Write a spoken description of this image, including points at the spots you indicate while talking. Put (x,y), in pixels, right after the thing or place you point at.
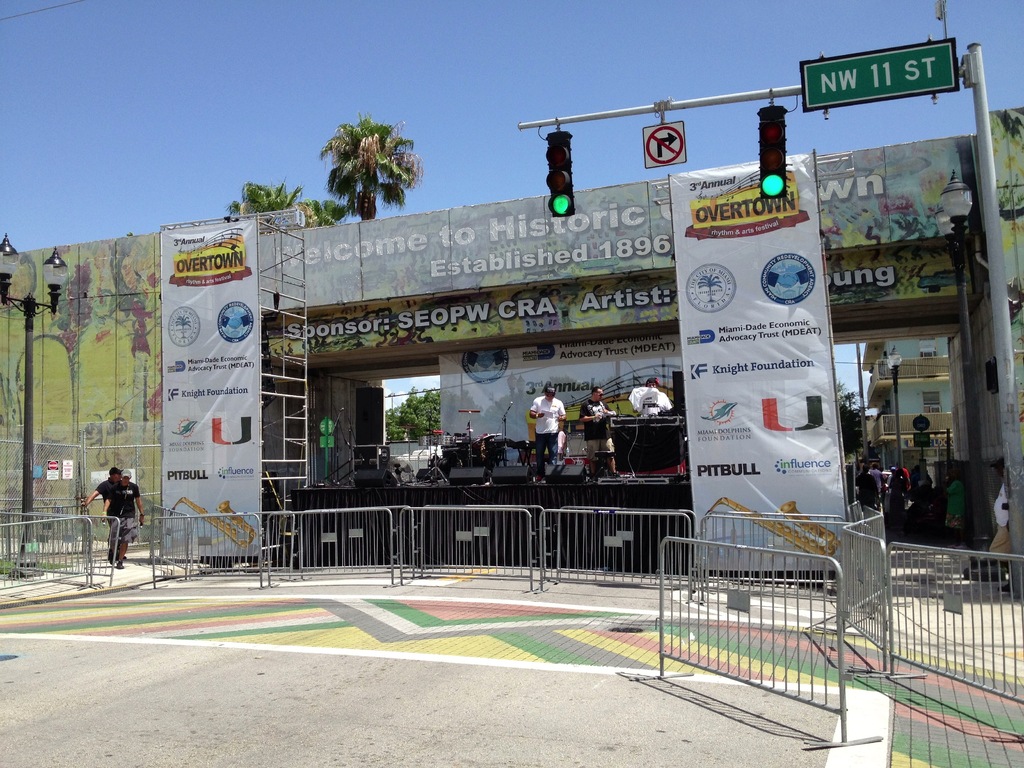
In this picture we can see a few barricades (454,551) from left to right on the path (814,660). There are traffic signals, signboard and a direction board (858,87) on the pole (1015,539) is visible on the right side (888,71). We can see a street light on the left side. There are a few posts (183,259). We can see a few people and some musical instruments (455,442) are visible on the stage (439,494). There are a few buildings (889,380) and trees (352,208) in the background (388,190). Sky (231,184) is blue in color.
